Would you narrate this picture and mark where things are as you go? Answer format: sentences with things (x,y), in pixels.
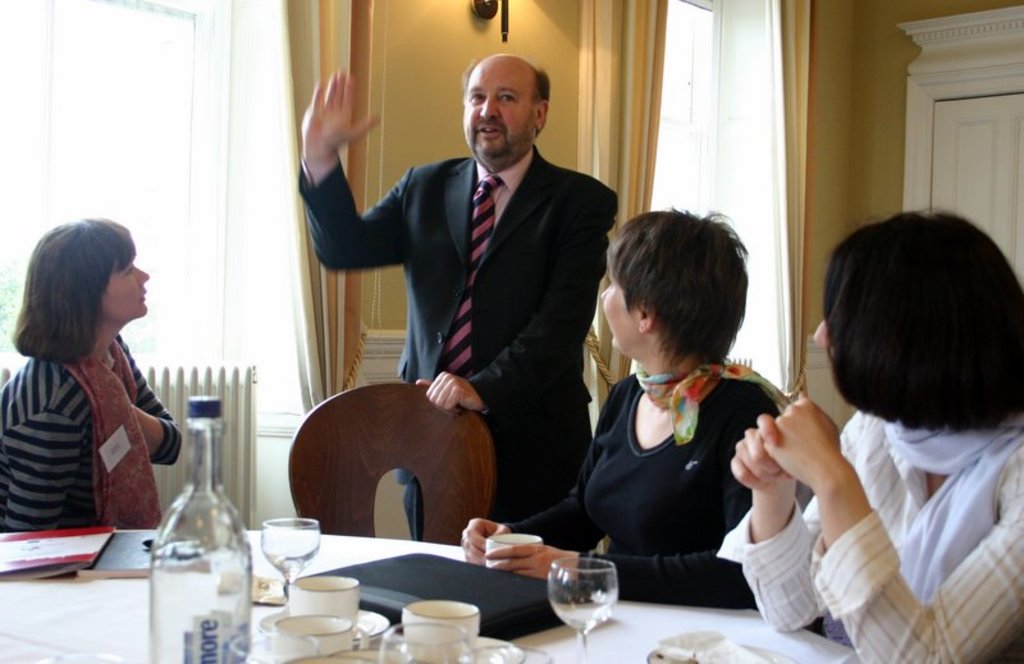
In the image we can see there are people (36,481) who are sitting on chair (321,501) and there is a man (511,225) who is standing and on table (112,587) we can see there is a bottle (224,577), wine glass (282,538), cup (339,596) and saucer (351,662).
